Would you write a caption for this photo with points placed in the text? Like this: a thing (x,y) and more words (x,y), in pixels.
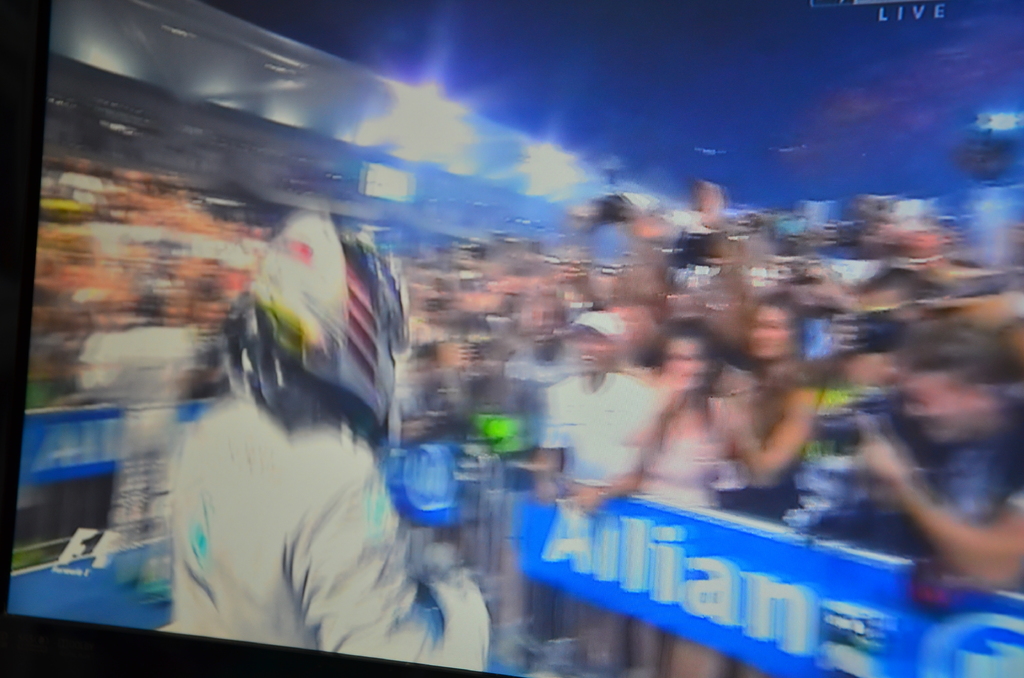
In this picture there is a view of the television (202,396). In the front (243,533) we can see a man (273,564) wearing white jacket (311,474) and helmet (311,350) standing in the front (352,548). Behind there is a crowd (573,462) of men (1002,281) and women (668,429), giving a smiling and taking photographs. In the background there is a stadium seats (309,146) and spotlights (396,153).
